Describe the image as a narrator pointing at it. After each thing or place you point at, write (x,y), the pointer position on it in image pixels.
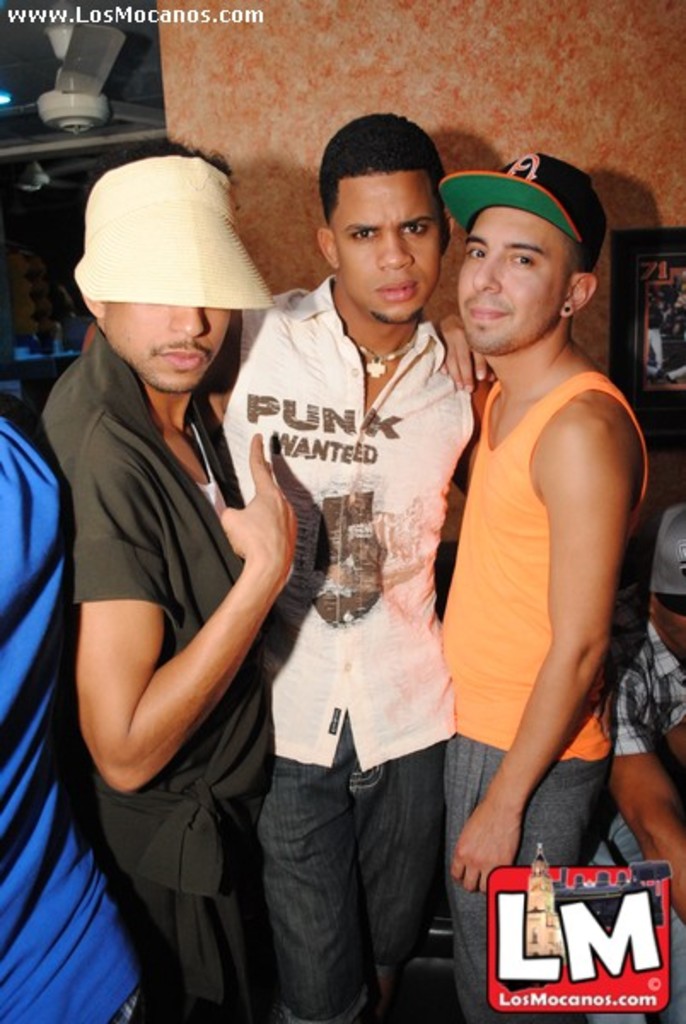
In the picture I can see three men (348,227) standing on the floor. There is a man (669,591) on the right side (618,730) and looks like he is sitting on the chair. There is a fan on the roof (110,135) on the top left side (91,99). I can see a photo frame (639,252) on the wall (610,252) on the right side (673,280).
